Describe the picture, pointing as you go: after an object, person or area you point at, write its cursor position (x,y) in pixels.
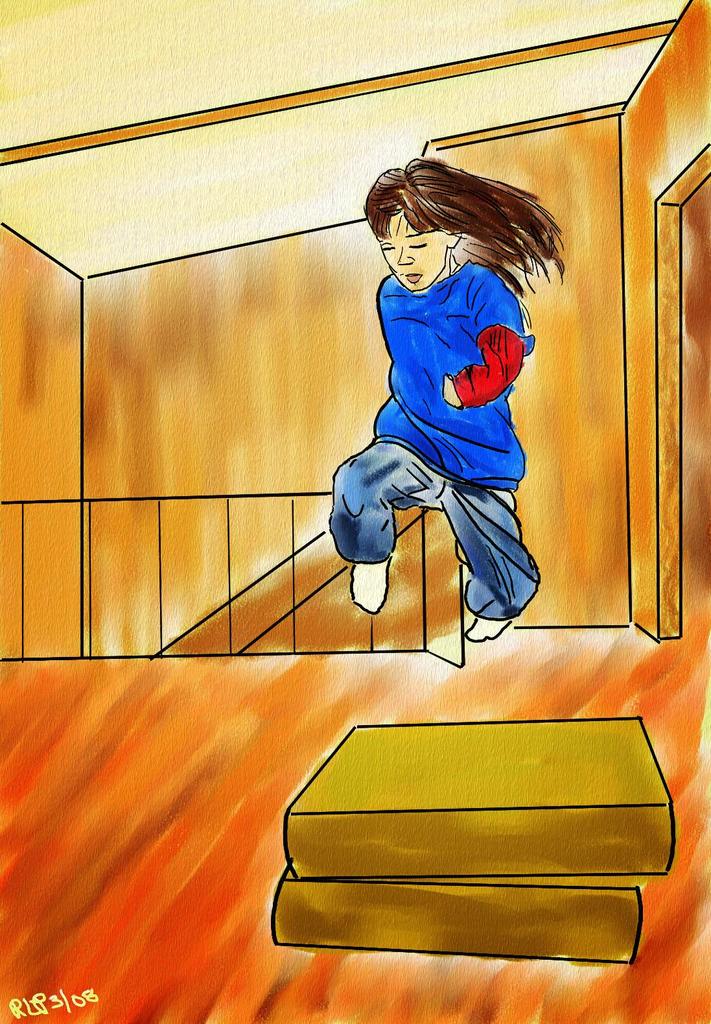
This picture seems to be an animated image and we can see a person (459,355) wearing blue color dress (410,346) and jumping in the air and in the foreground (593,916) we can see there are some objects (404,847). In the background (278,500) we can see the wall (286,306) and some other objects (123,549). In the bottom left corner (92,999) we can see the watermark (58,1002) on the image.
